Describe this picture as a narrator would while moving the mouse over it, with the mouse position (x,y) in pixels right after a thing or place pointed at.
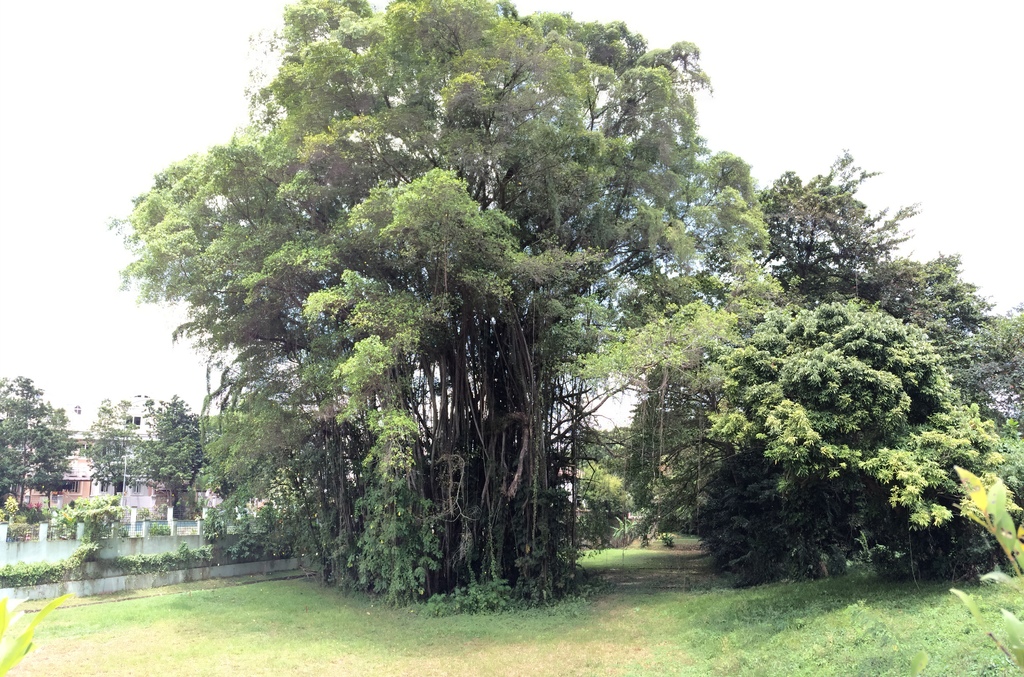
In the picture I can see the trees (564,578). I can see the green grass (850,577) at the bottom of the picture (617,603). I can see the building (178,493) on the left side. There are clouds (94,233) in the sky (94,233).
